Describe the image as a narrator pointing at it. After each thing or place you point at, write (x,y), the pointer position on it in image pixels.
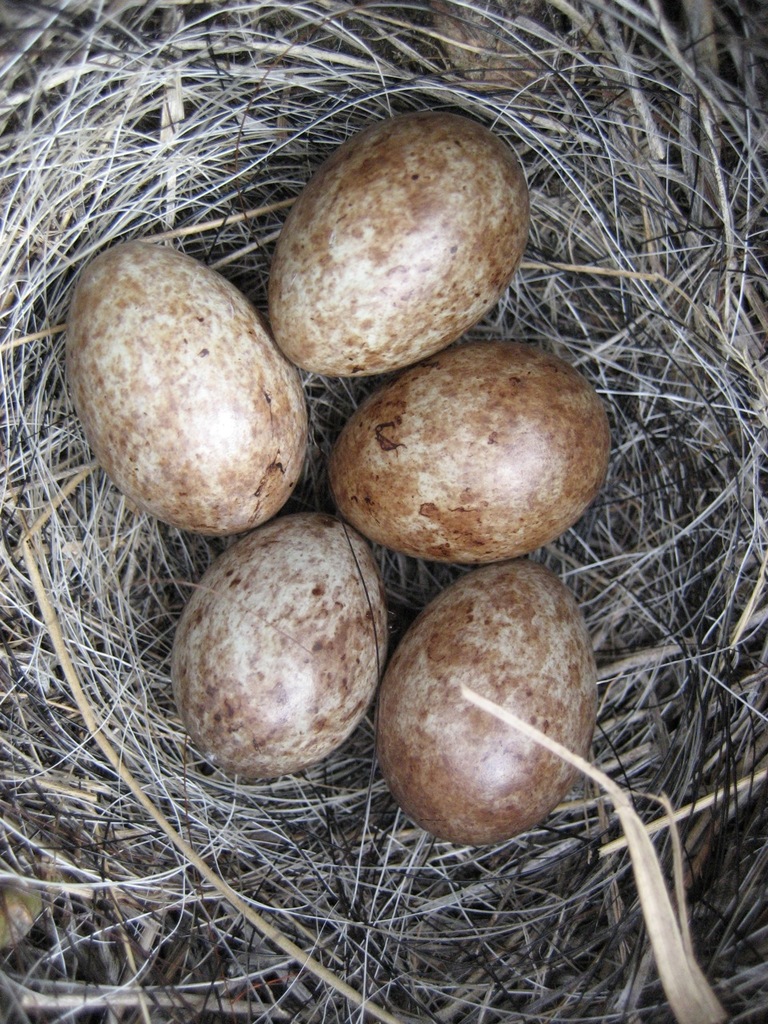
In this image I can see a nest (266,268) and five eggs (306,237).
